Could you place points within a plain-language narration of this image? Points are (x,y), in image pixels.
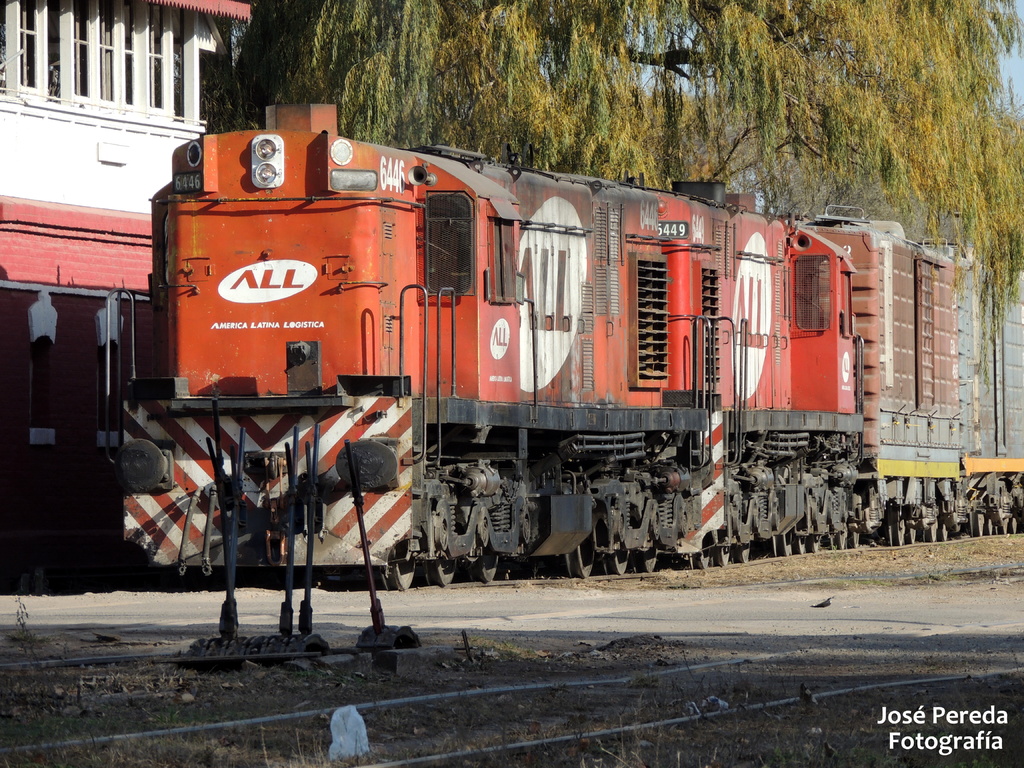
This looks like a train (763,430), which is on the railway track (419,591). On the left side of the image (72,261), I can see a building (72,236) with the windows (89,87). These are the trees (715,73) with branches (559,65) and leaves (617,73). Here is a railway track (406,700). At the bottom right corner of the image (926,730), I can see the watermark (989,745).
